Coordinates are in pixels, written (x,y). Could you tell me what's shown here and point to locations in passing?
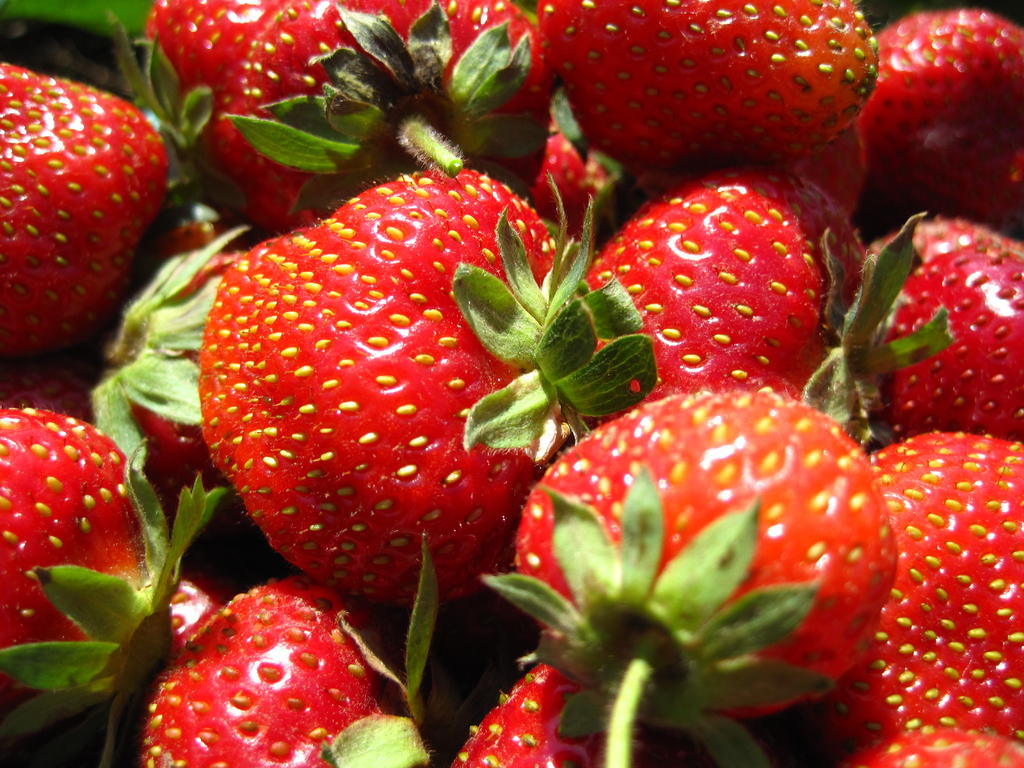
In this picture I can see some fruits (448,471).
